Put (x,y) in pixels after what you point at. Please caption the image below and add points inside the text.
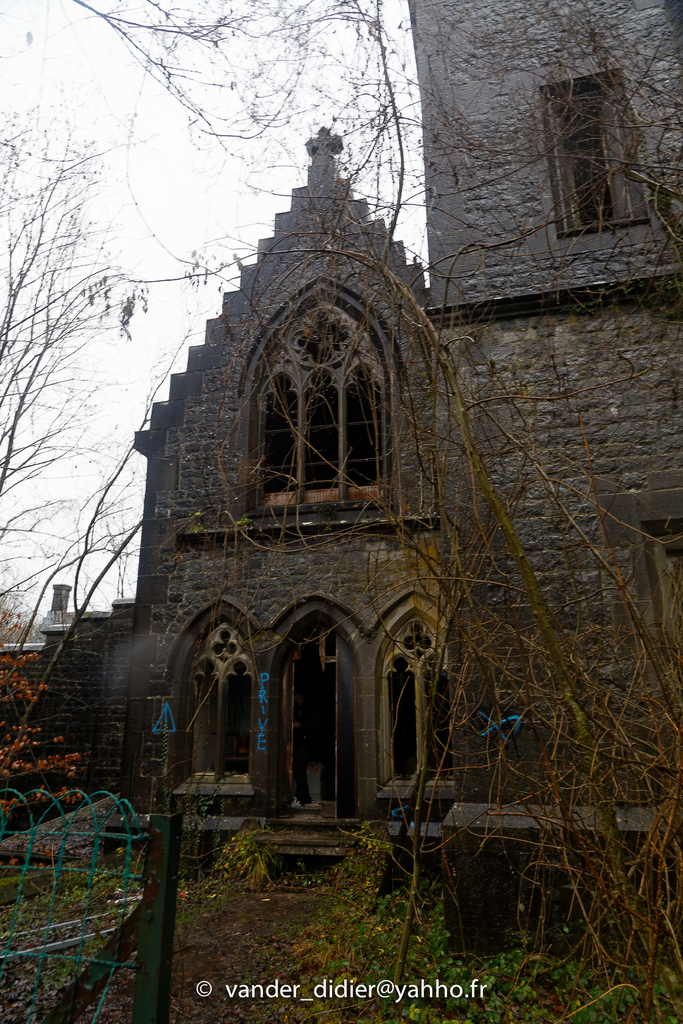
In the middle (425,561) it looks like a church (316,705), there are trees (26,273) in this image, at the top (141,198) it is the sky (131,244).
